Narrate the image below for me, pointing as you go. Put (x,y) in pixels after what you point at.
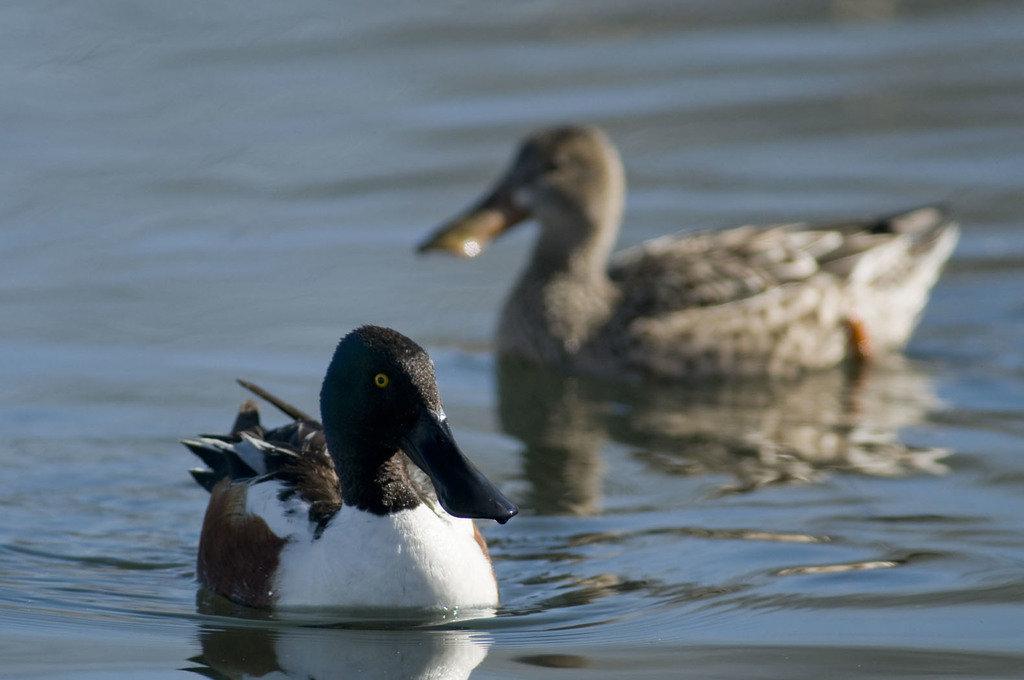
In the picture I can see a duck (308,514), which in black and white color is floating in the water (292,645). The background of the image (743,130) is slightly blurred, where we can see another duck (687,236) is floating in the water (484,357).
